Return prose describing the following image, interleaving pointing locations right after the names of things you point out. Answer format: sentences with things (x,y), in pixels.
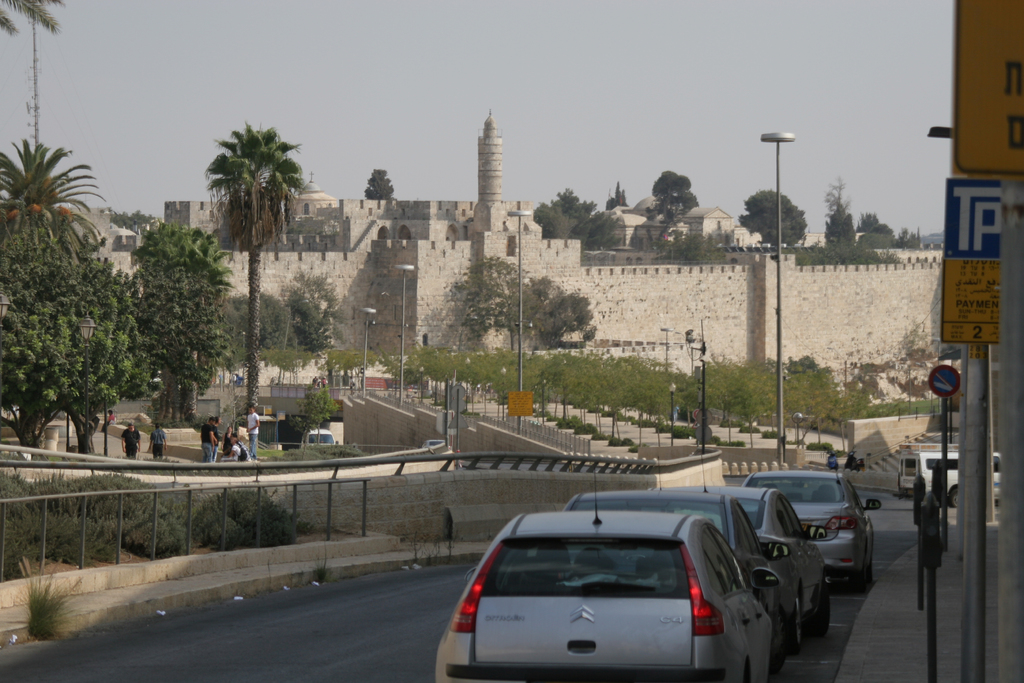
The picture is taken outside a city (800,322). In the foreground (128,532) half of the picture there are plants (151,519), railing (121,498), shrubs (169,509), cars (692,576), poles (961,428) and sign boards (511,413). In the center of the picture (363,285) there is a castle (465,272), around the castle (564,287) there are trees (556,364), plants (642,375), poles (703,331), staircase (605,423), people (209,429) and vehicles (327,437). Sky (165,79) is clear and it is sunny.
